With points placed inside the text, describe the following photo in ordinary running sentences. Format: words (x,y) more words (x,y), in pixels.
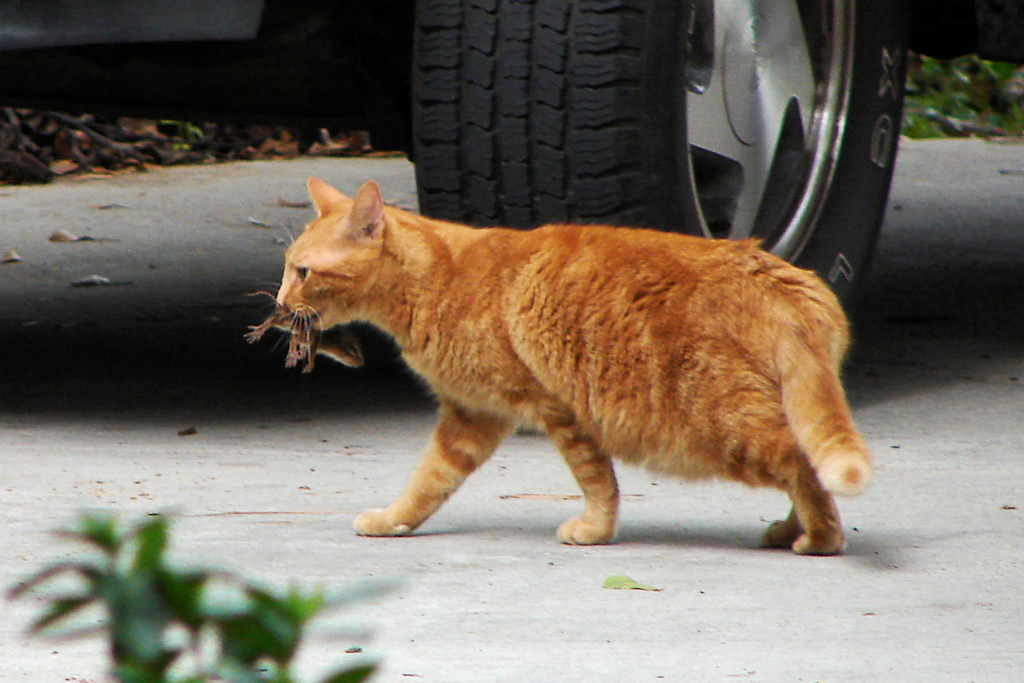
In the middle of this image (622,295), there is a brown color cat (597,292), holding a rat (289,318) with mouth (298,307) and walking on the road (427,522), on which there are leaves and a vehicle (439,112). On the left side (88,549), there is a plant (149,549) having green color leaves (298,602). In the background (953,110), there are plants (913,110).
